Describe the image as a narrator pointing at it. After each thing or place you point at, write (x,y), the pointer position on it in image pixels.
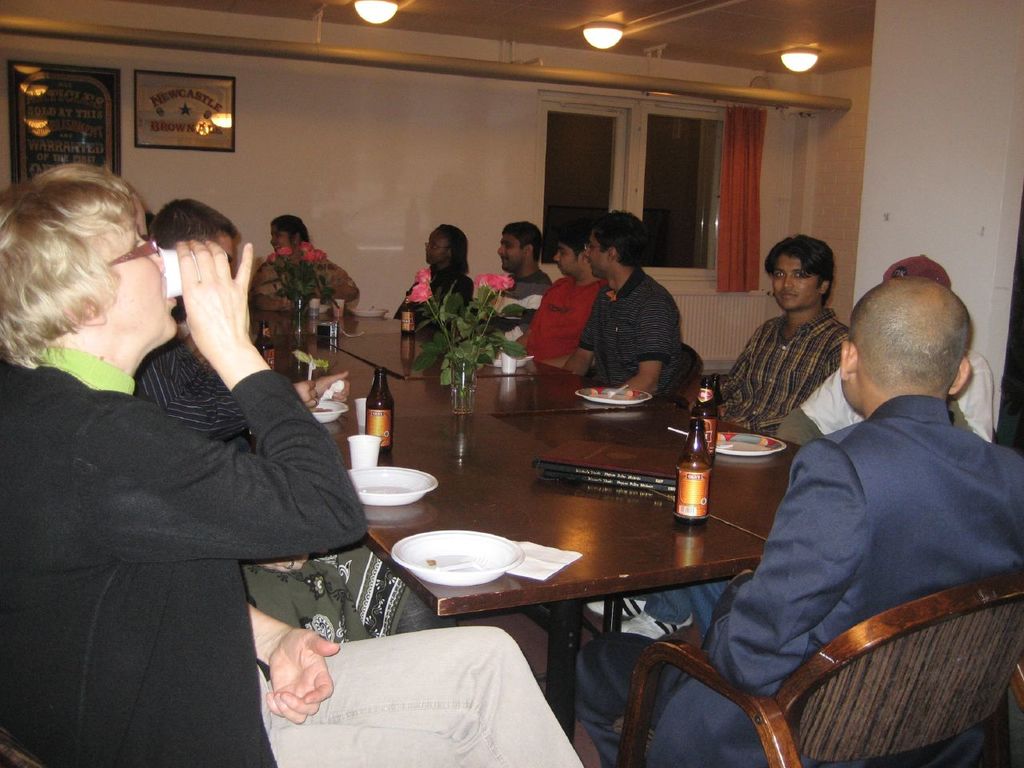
In this image there are group of people (863,522) sitting on the chair (887,659). On the table (592,564) there is plate (477,544), bottle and a flower vase (462,368). The frame (208,130) are attached to the wall (380,166). There is a curtain (723,198) and a window (642,180).
